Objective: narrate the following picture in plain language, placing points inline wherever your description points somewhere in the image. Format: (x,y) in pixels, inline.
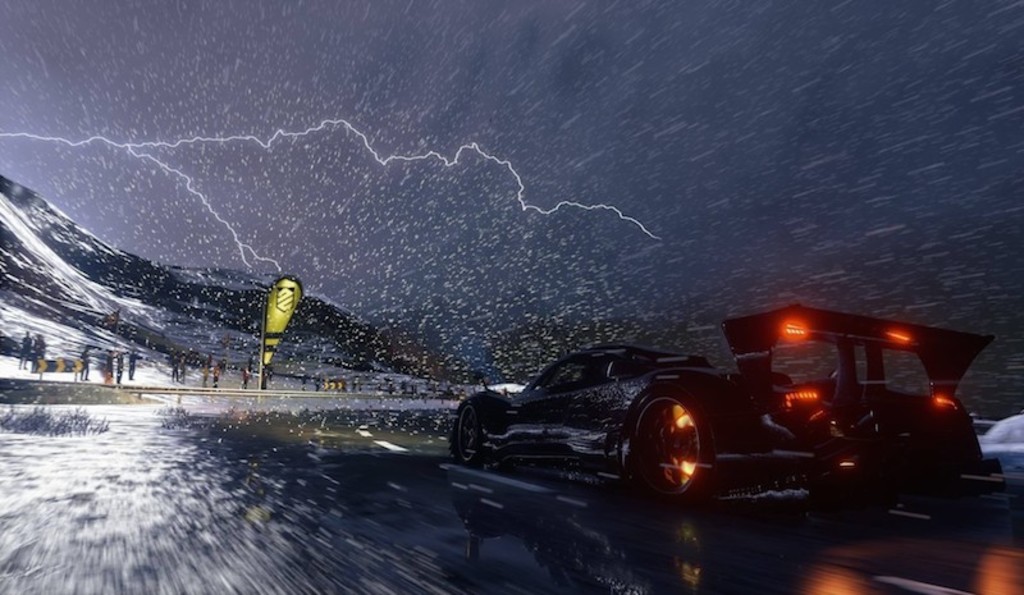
This picture is clicked outside. On the right (703,451) we can see a car (533,461) running on the road (602,514). In the background (529,266) we can see the sky (436,294) and we can see the rain (542,271) and we can see the hills (416,351), group of persons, lightning (599,207) and some other objects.
